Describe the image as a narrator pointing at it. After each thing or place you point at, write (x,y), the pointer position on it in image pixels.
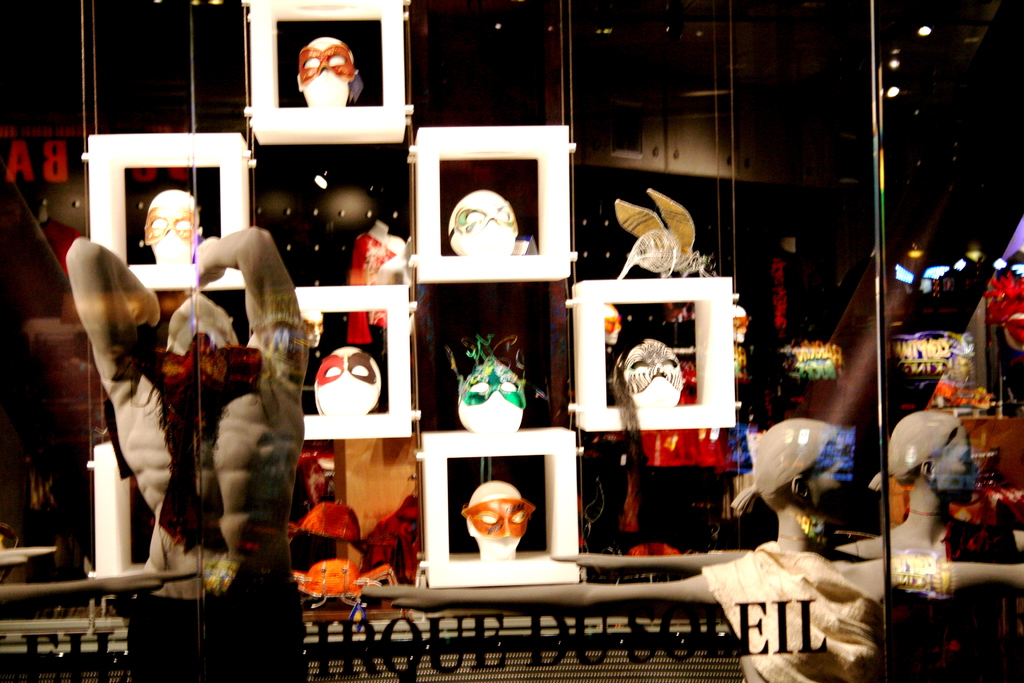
In this image we can see some masks (187,213) on the heads (182,254) of the mannequins (188,199), which are on the racks (427,468), there are other mannequins (768,588), there are lights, also we can see the text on the glass wall (668,155).
